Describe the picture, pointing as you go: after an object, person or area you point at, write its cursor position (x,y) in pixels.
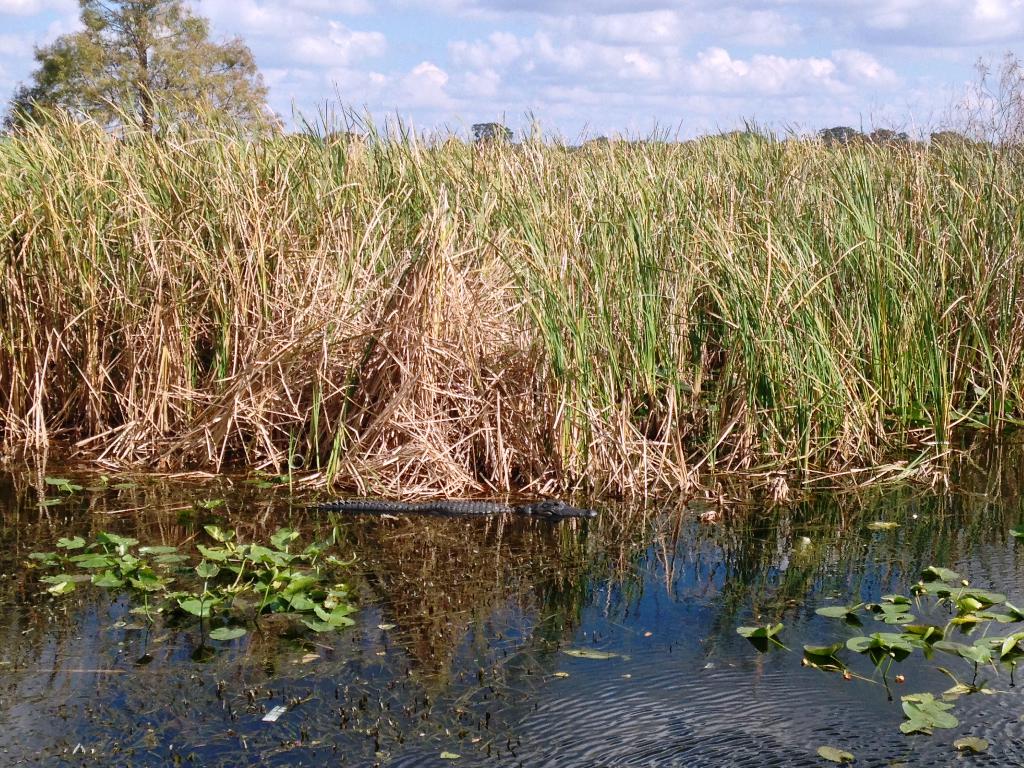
In this image I can water (373,701) and on it I can see number of green colour leaves (270,568). In the background (599,455) I can see grass (475,222), few trees (71,81), clouds (320,40) and the sky (658,51). In the centre of this image (499,507) I can see a black colour thing (579,515) on the water (535,648).
